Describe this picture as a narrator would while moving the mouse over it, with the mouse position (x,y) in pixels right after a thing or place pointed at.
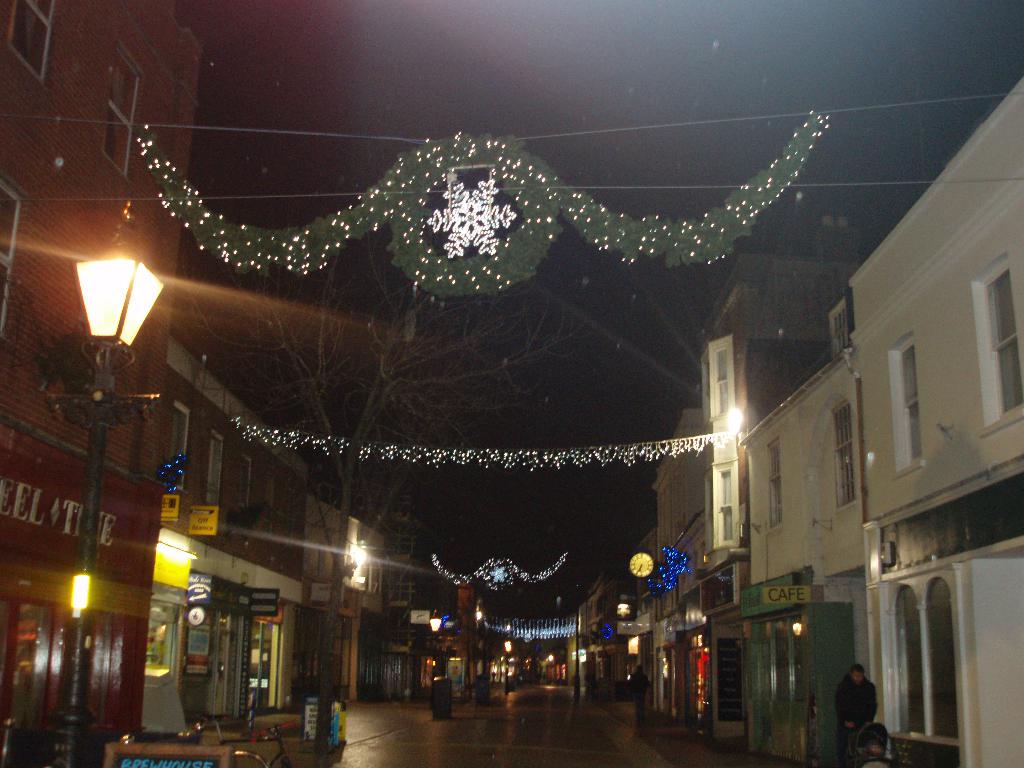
This picture is clicked outside. In the center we can see the decoration lights (666,229) and some other objects (443,668). On the right (847,727) there is a person (857,682) and we can see the buildings (772,441), lamps (141,291), boards (51,532) and many other items (699,666). In the background (464,46) there is a sky (975,82).
